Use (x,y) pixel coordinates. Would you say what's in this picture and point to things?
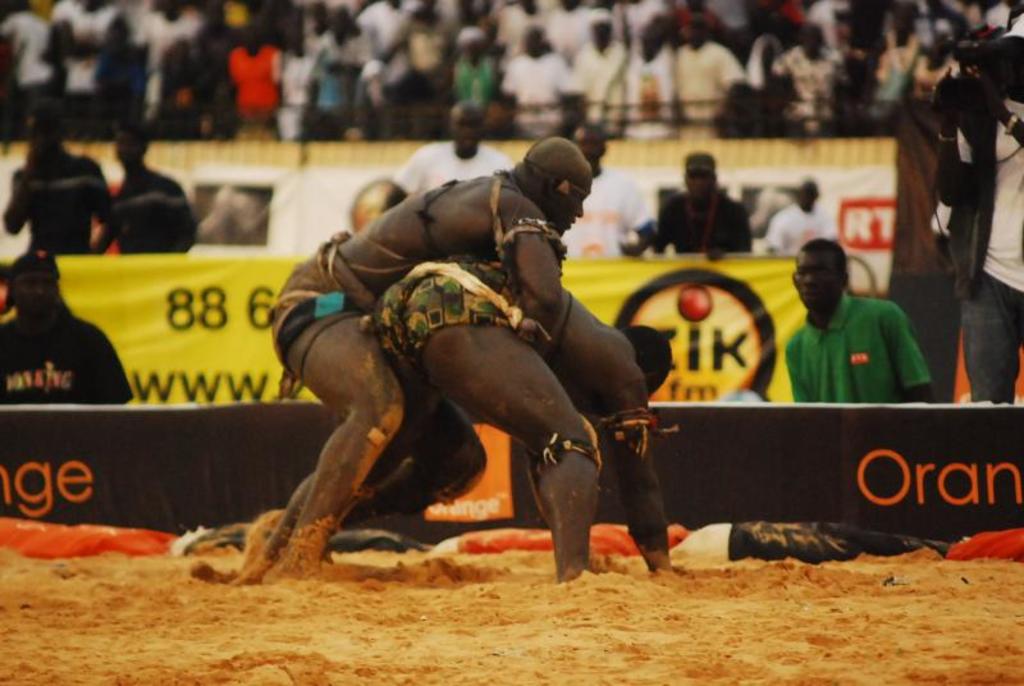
In this image I can see a person (454,253) is grabbing another person (531,378). In the background (481,116) I can see group of people (463,116) and banners (225,333) on which I can see some logos (754,386). On the right side (996,155) I can see a person (975,176) is holding video camera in the hand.
